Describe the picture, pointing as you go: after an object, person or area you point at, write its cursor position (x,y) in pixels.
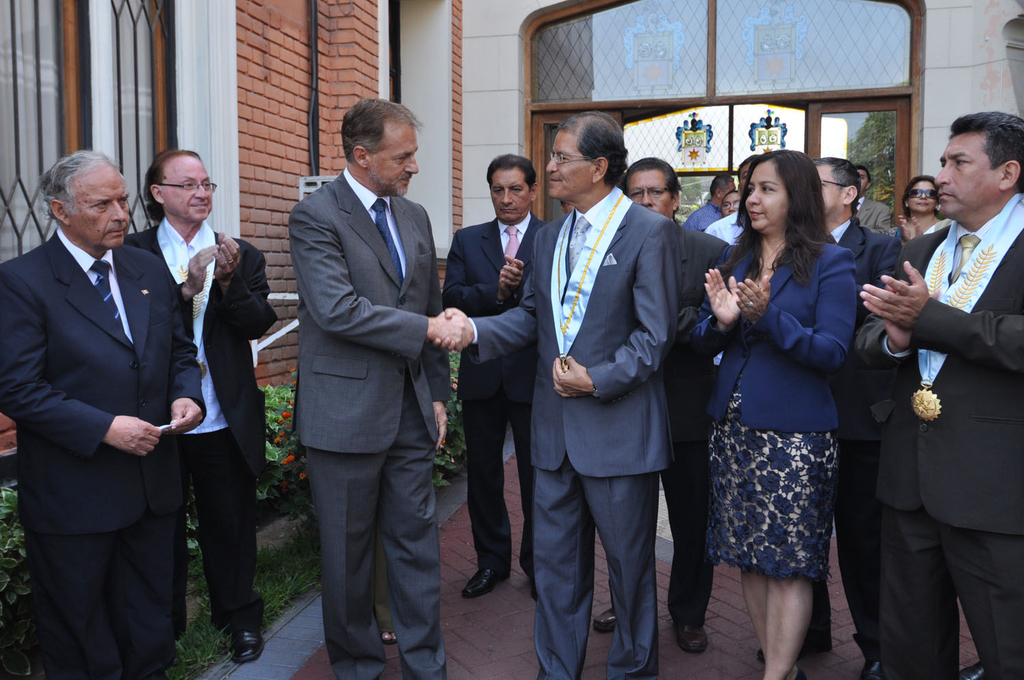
In this image, we can see persons (527,307) wearing clothes (167,411). There are two persons (578,278) in the middle of the image (353,361) shaking hands (440,336). There are some plants (5,542) in the bottom left of the image (9,588). In the background of the image (474,125), there is a wall (251,87).
